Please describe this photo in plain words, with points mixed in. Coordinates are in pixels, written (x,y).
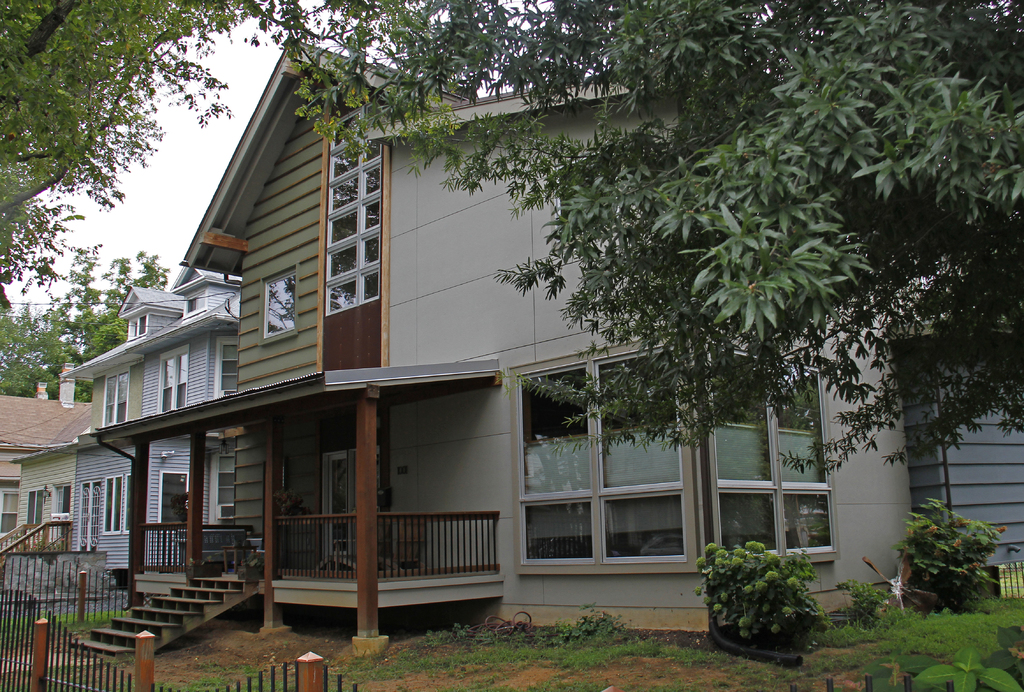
In this image there are buildings (196,450) and trees (96,258). Image also consists of plants (985,654), stairs (236,602) and also fence (147,666). Sky (146,184) is also visible.
